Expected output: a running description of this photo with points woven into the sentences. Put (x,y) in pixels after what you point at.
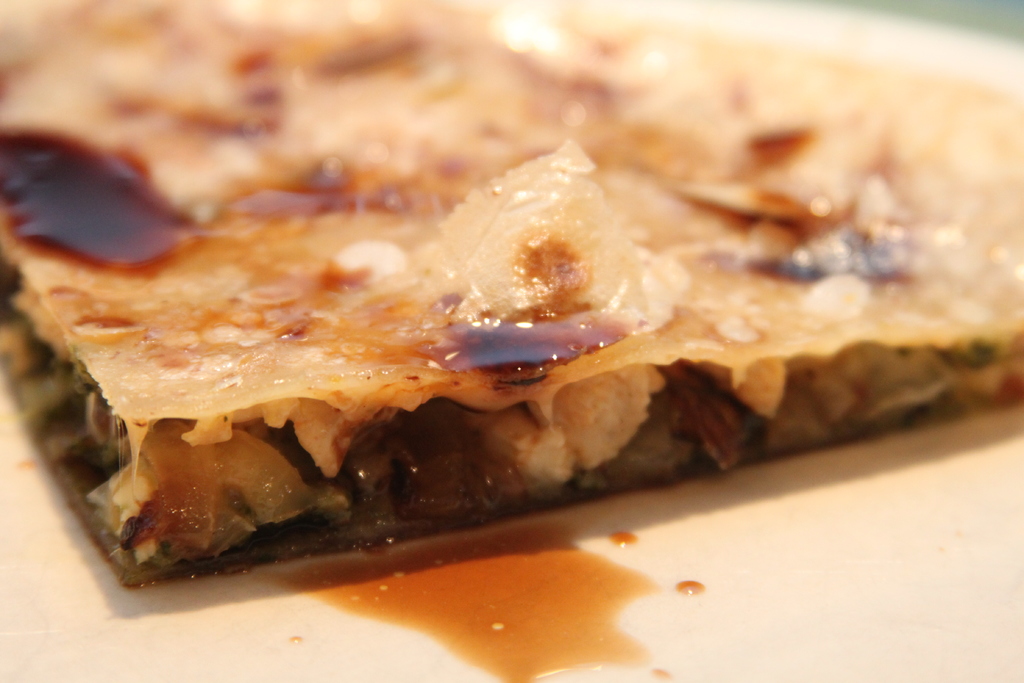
In this image we can see a plate (771,593) containing food (584,347).
